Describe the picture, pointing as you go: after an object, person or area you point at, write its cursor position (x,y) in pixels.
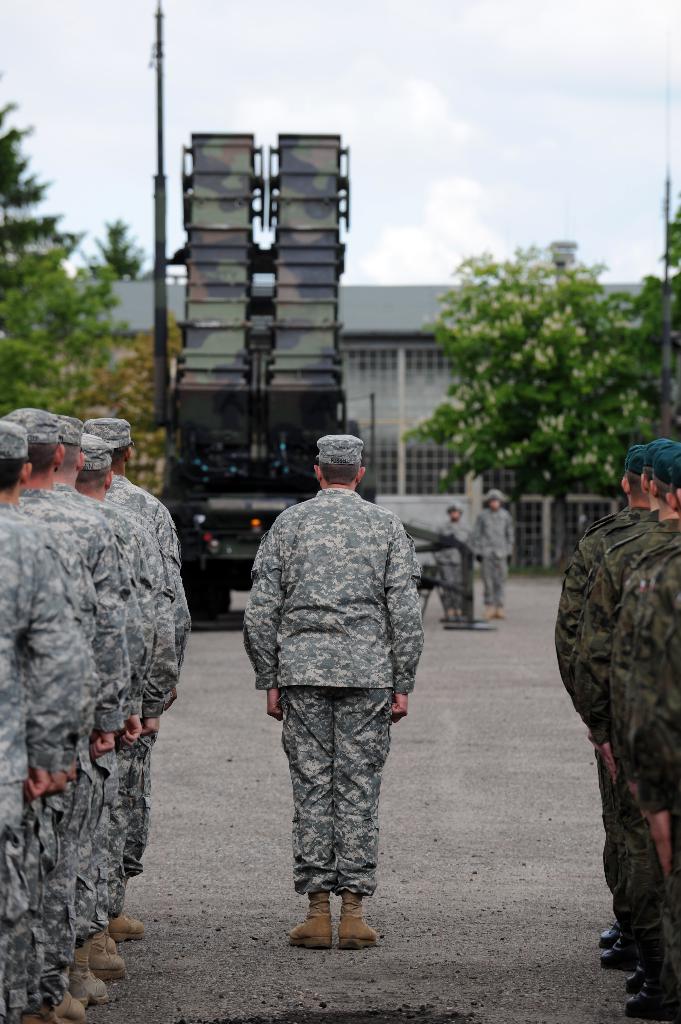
In this image we can see persons (342,857) standing on the road (291,923), motor vehicle (319,348), trees (533,450), building (433,409), electric light (552,254) and sky (254,77).
